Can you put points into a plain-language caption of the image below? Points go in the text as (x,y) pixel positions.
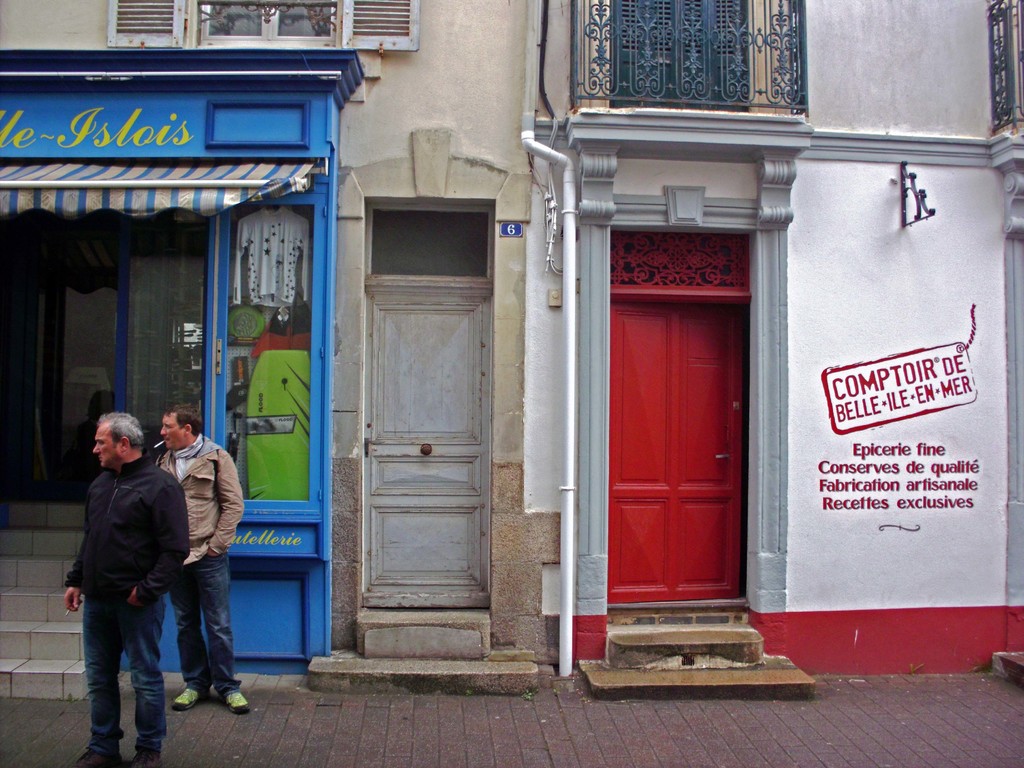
In this image there are two people (182,704) standing on a pavement (956,683), in the background (441,163) there are buildings (447,188) for that buildings (463,289) there are doors (648,409).
